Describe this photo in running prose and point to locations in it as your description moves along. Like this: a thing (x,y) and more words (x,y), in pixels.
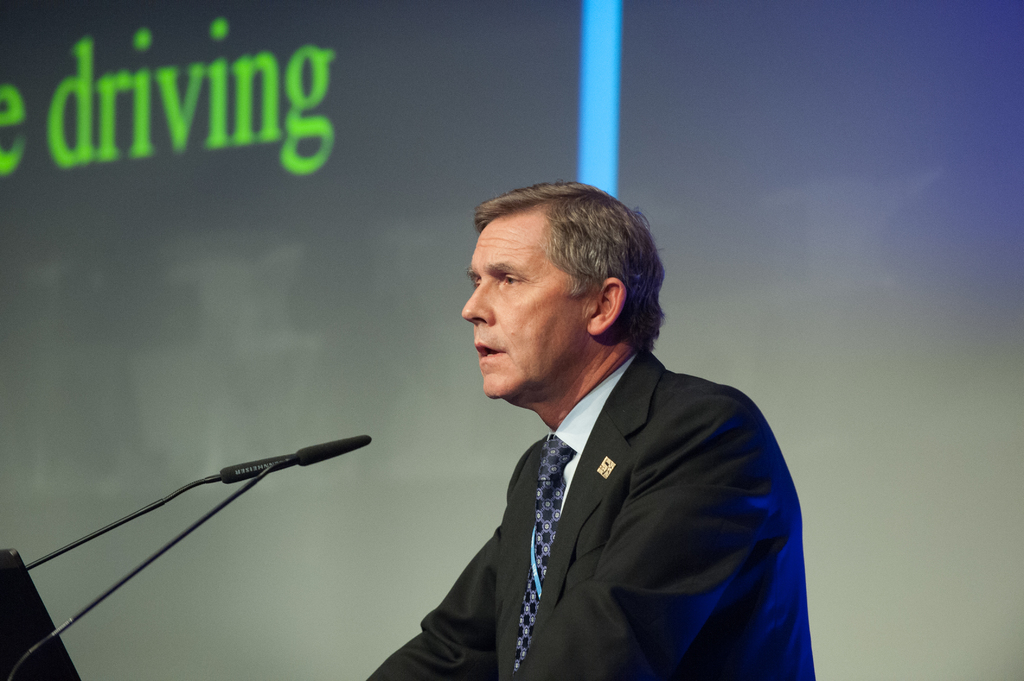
In this image we can see the person (561,375) standing in front of the mic (309,457) and at the back (265,153) it looks like a screen (356,206) with text (312,166).
